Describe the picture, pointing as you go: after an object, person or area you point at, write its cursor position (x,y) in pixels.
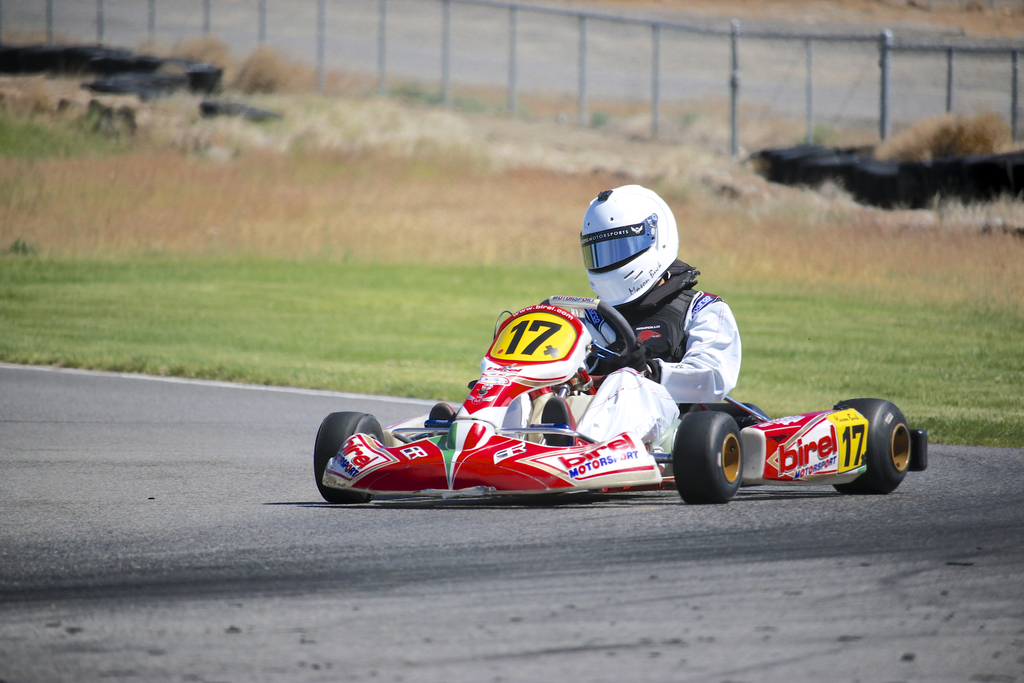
In this image we can see a person (624,354) driving a racing car (574,462) on the road (322,582) and in the background (311,301) there is grass (463,265) and fence (763,84).
